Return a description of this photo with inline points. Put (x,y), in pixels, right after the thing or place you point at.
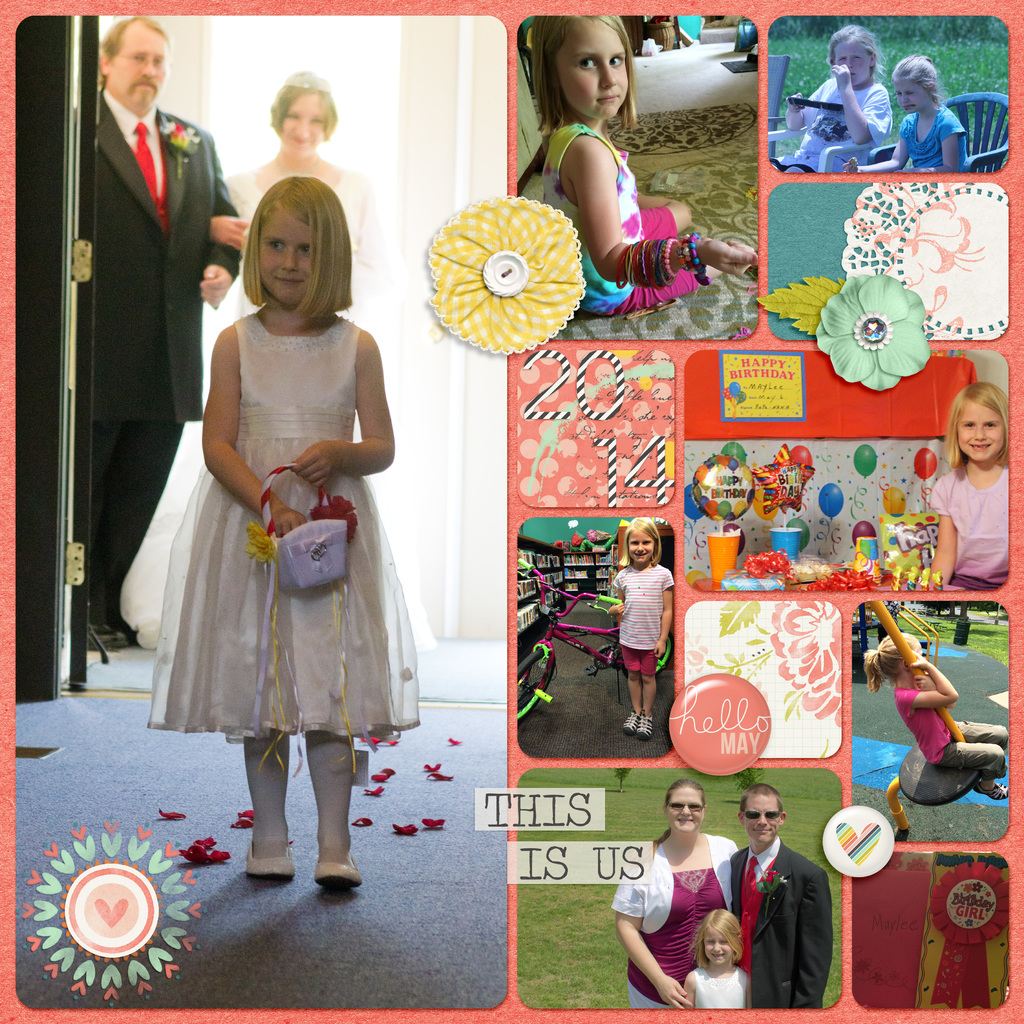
In this image we can see collage of some pictures in which we can see some people (209,214) standing on the ground (468,899). One girl (308,436) is holding a basket (324,522) in her hand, a bicycle (605,653) placed on the ground (594,686) and some books (545,613) placed in racks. On the right side of the image (928,69) we can see two girls (933,114) sitting on chairs (879,151), grass (983,82) and some poles (907,652).
